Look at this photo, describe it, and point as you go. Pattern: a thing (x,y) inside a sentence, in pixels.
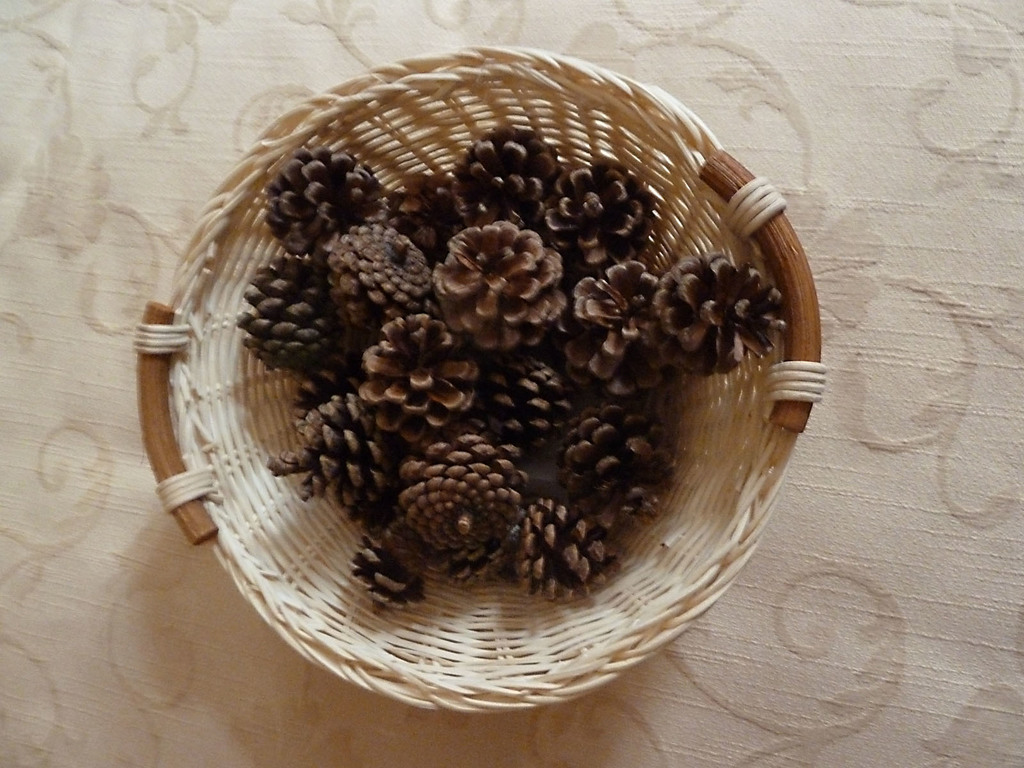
In this image we can see a basket (651,189) on the table (810,484) and there are few objects (478,300) looks like pine cones (396,336) in the basket (544,488).
